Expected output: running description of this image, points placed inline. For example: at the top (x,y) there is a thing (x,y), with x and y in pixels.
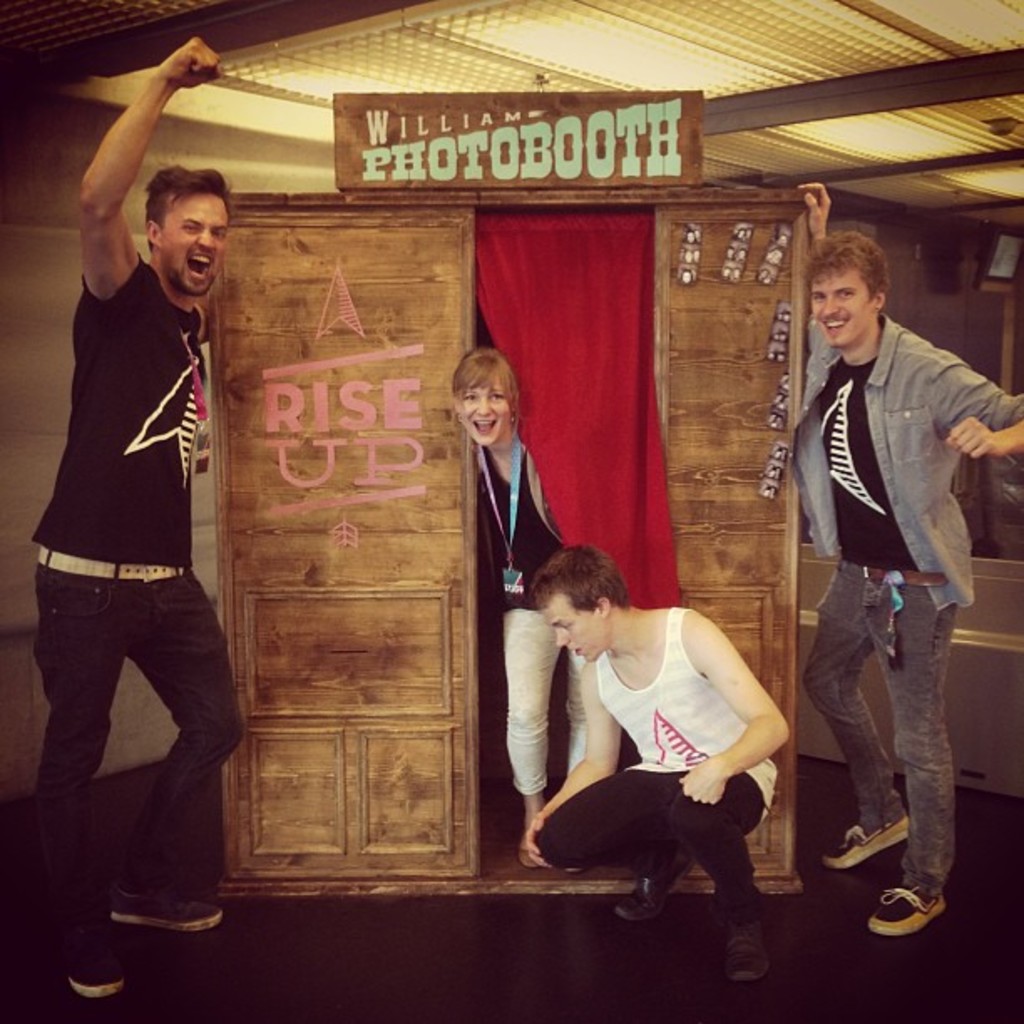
As we can see in the image there is wall (19,187), four persons (61,523), red color curtain (595,504), light (596,53) and wooden photo booth (353,589). The person (195,249) standing on the left side (141,617) is wearing black color dress (120,607). The man (891,493) on the right side (925,646) is wearing grey color jacket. The woman (530,568) is wearing black color dress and the man (697,819) in the middle (676,671) is wearing white color dress (676,718).
